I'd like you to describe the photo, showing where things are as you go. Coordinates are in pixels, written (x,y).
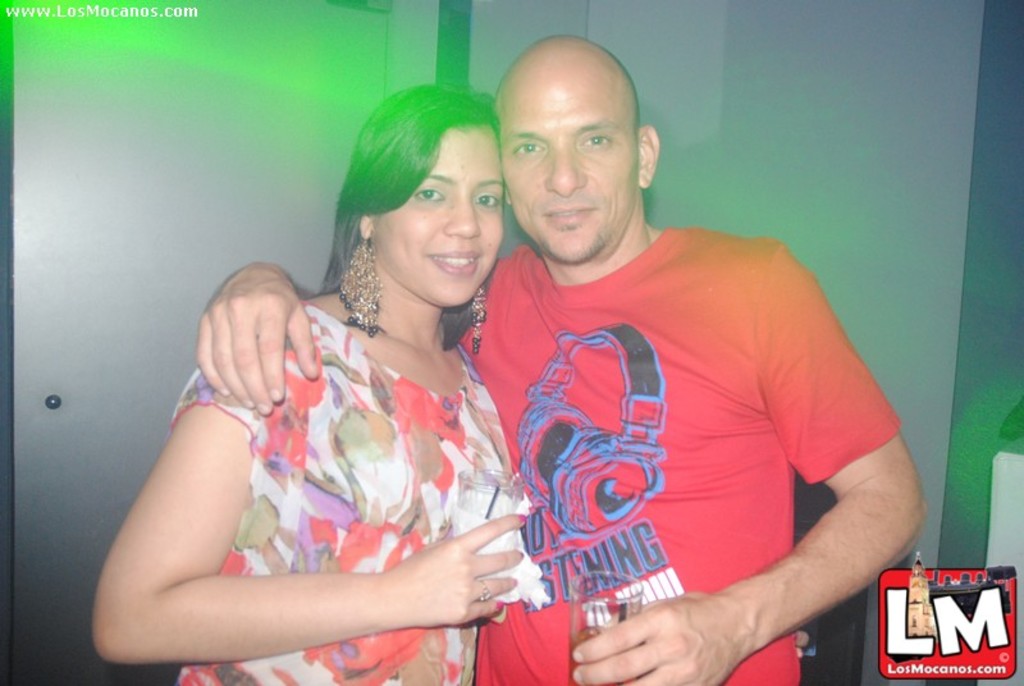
This image consists of a man (597,673) and a woman (423,522). The man (624,528) is wearing a red T-shirt (594,431). The woman (267,516) is holding a glass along with the tissue (535,578). In the background (269,181), we can see a door (200,159) along with a wall (865,210).
